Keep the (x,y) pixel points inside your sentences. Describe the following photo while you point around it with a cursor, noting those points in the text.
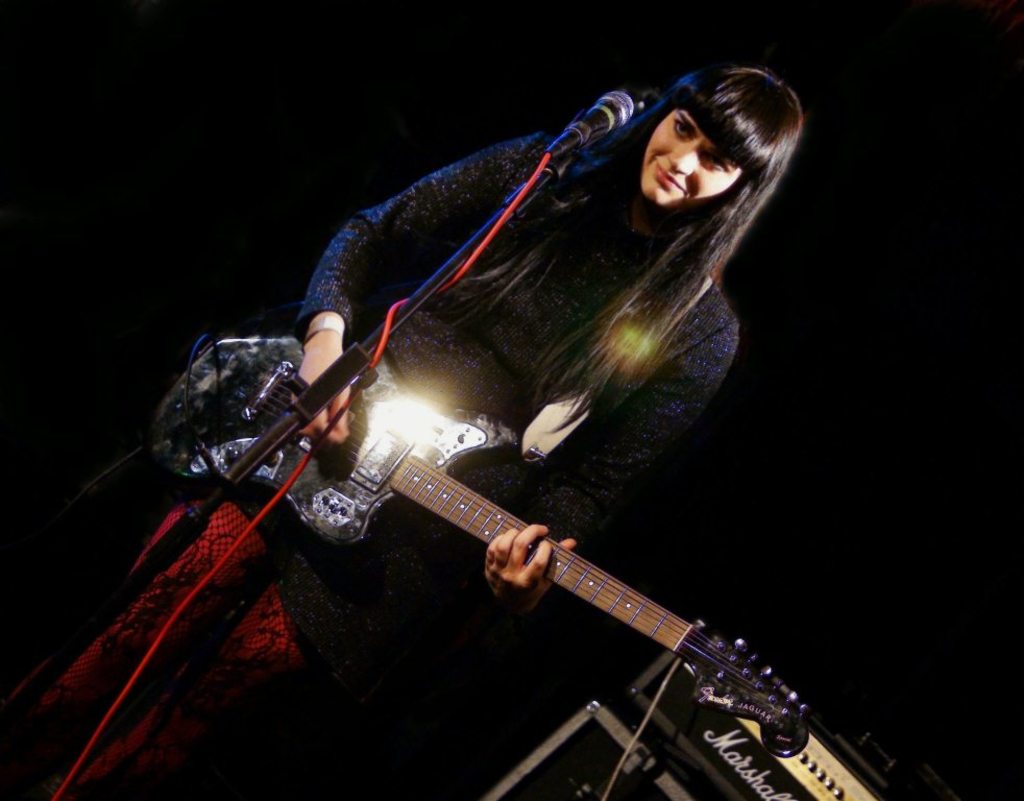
A woman (519,157) is playing guitar (390,440) with a mic (561,149) in front of her.
